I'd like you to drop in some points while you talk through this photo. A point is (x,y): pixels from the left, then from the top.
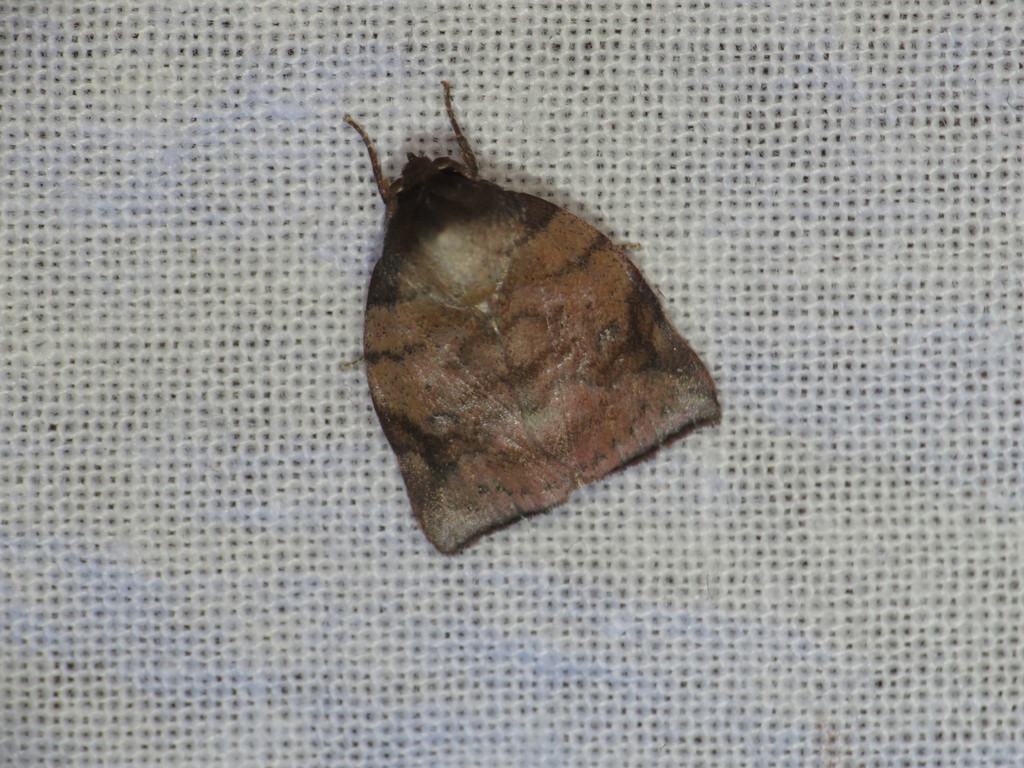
In this picture i can see an insect (503,391) on a white color object (732,235).
